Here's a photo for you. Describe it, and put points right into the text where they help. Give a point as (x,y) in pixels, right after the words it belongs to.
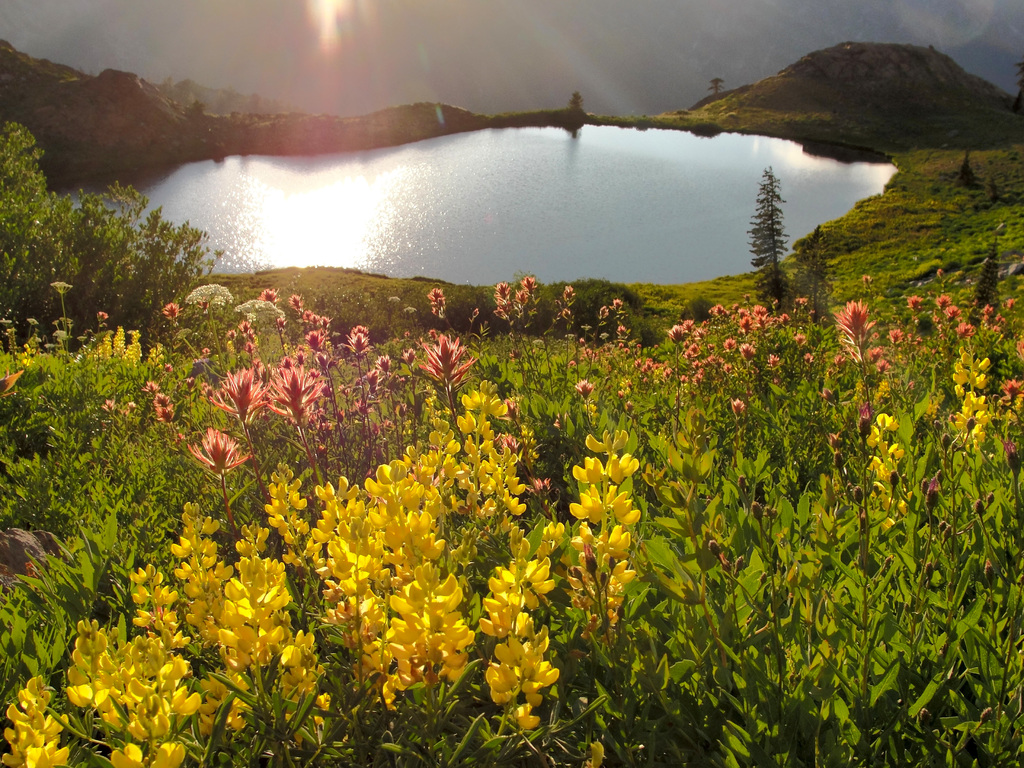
In this picture, on the left side (288,610), we can see some plants (363,590) with flowers (361,496) which are in yellow and pink color. On the right side (1001,335), we can also see some plants (1003,497) with flowers (988,312) which are in yellow and pink color. In the background (305,247), we can see a water (609,192) in a lake (810,219), trees (16,286), mountains (121,113). On the top (724,65), we can see a sky (787,12).
